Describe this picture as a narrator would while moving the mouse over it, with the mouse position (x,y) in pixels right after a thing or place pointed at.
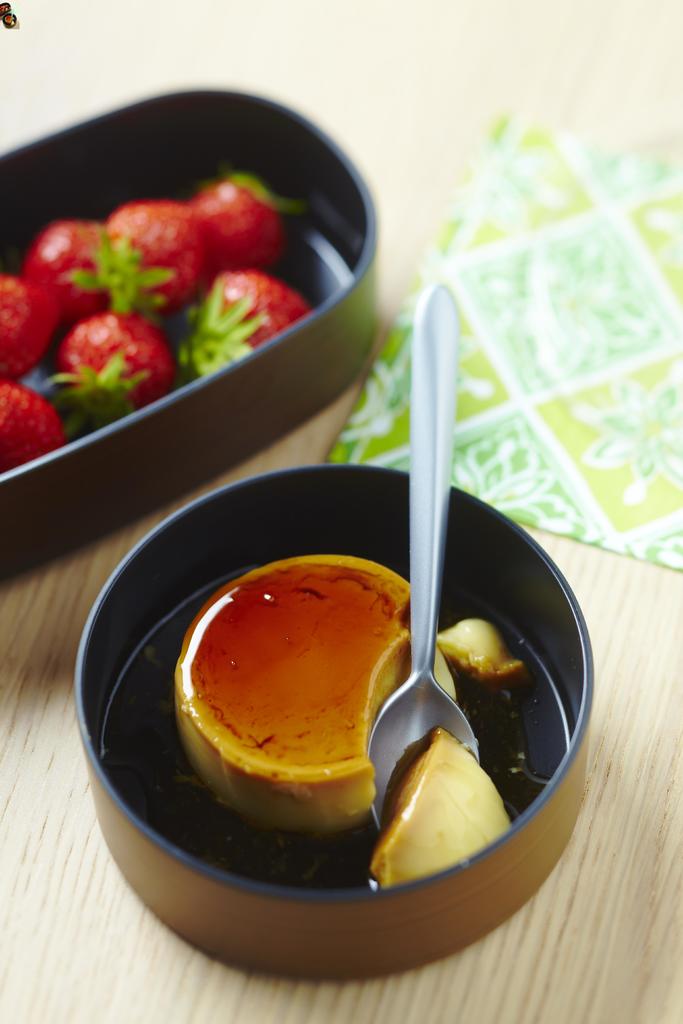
In the image there are strawberries (101,350) in a bowl (191,195) and caramel flan (274,570) in a bowl (457,587) with spoon (438,722) and napkin (481,240) beside it on a wooden table (128,975).
